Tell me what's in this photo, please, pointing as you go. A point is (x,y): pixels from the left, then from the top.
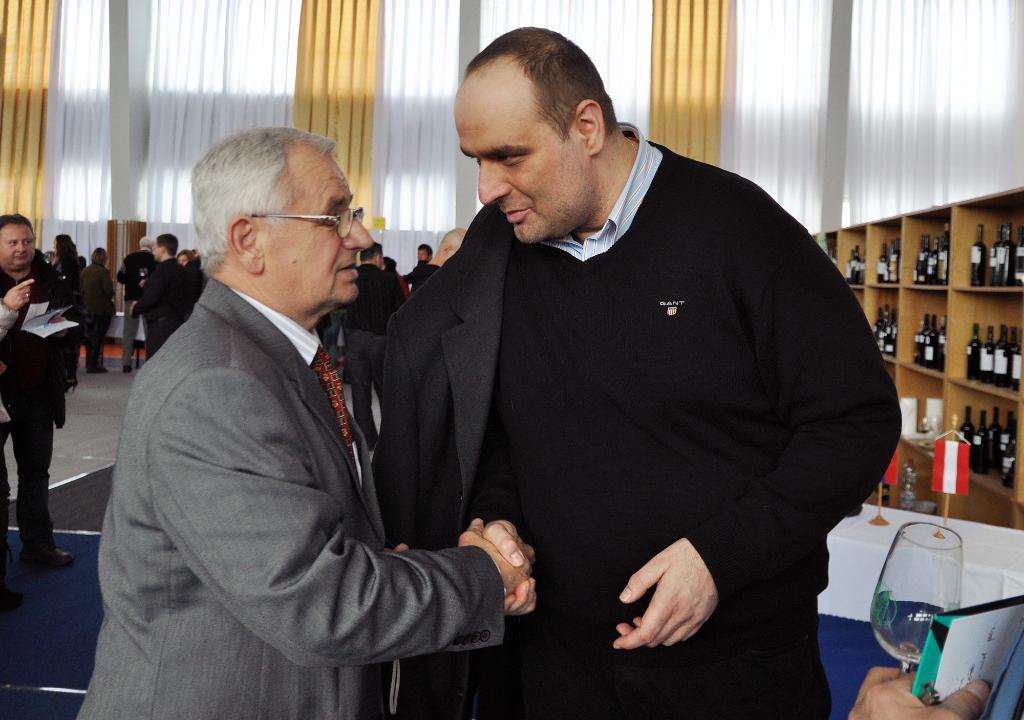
On the left side (288,350), there is a person (302,269) in a suit (265,506) wearing spectacle (322,217) and shaking hands (532,577) with another person (541,561) who is in black color jacket (761,386). In the background (993,264), there are bottles (1005,261) arranged on the shelves (911,363), there are persons (190,266) on the floor (76,472) and there are curtains (799,42).
